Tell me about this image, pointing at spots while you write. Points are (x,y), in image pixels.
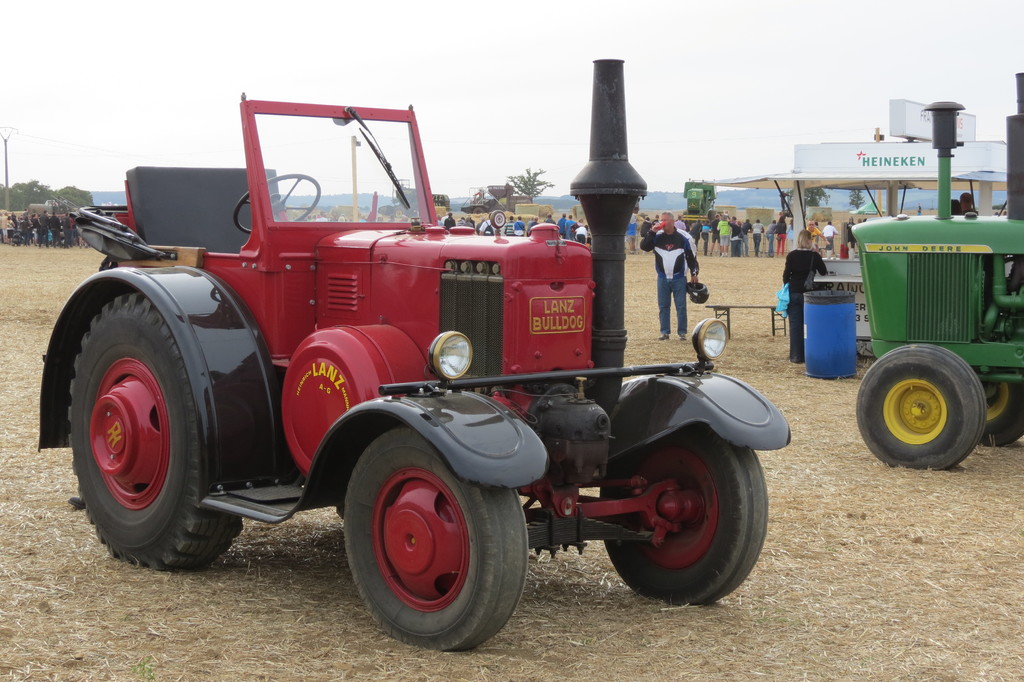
It is an open land (921,561), there is a Heineken named shelter (844,168) and in the front (530,327) there are two tractors (904,317) kept on the ground (654,281) and behind the tractors (91,220) there is queue of people (725,217) in front of the Heineken shelter (955,177) and beside the tractor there is a person (671,284) standing and talking on phone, he is also holding a helmet (697,299) in his other hand (695,277).
